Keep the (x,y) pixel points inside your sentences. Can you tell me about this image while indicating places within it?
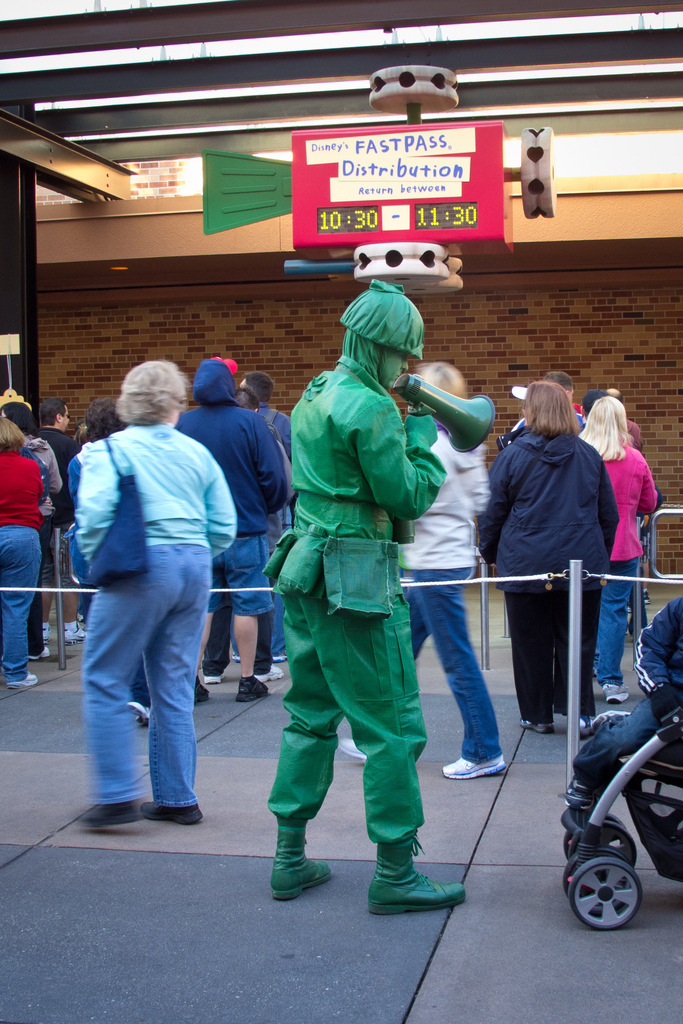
This is a person (363,458) standing and holding a megaphone (436,400). He wore a fancy dress (349,469), shoes (306,878) and a helmet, which are green in color. This looks like a stroller (642,810) with the wheels (621,864). I can see a group of people (530,459) standing. This looks like a digital clock (408,214), which is attached to the roof (434,58). Here is the wall (538,327). These are the iron pillars (91,34).
